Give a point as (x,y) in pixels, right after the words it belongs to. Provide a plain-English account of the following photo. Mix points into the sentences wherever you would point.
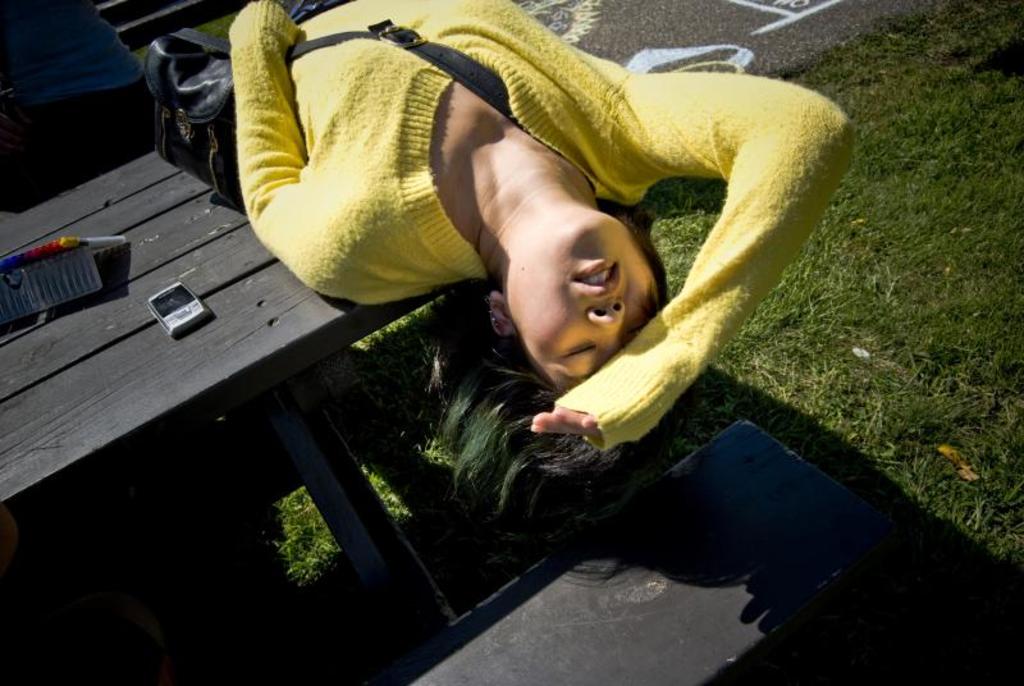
A woman (569,182) is lying on this table (78,431) and wearing bag (191,106). On this bench (108,301) there is a mobile (163,309) and an object (40,247).
